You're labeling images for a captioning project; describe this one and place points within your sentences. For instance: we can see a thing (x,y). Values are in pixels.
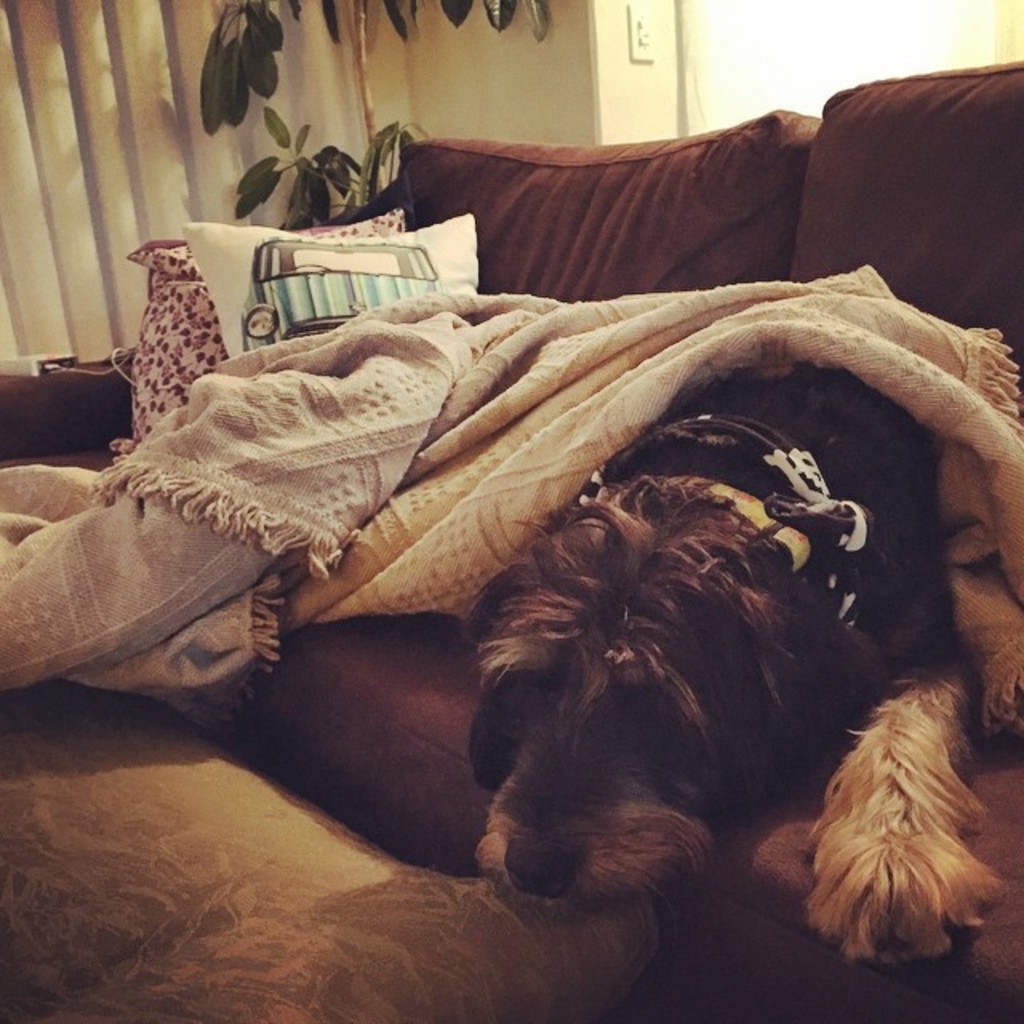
In this image I can see the dog (820,868) and the dog (834,861) is in brown and cream color. The dog (745,775) is lying on the couch (402,796) and the couch (380,841) is in brown color and I can see the cream color blanket (433,419). Background (575,117) I can see few leaves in green color and the wall (487,86) is in cream color.
